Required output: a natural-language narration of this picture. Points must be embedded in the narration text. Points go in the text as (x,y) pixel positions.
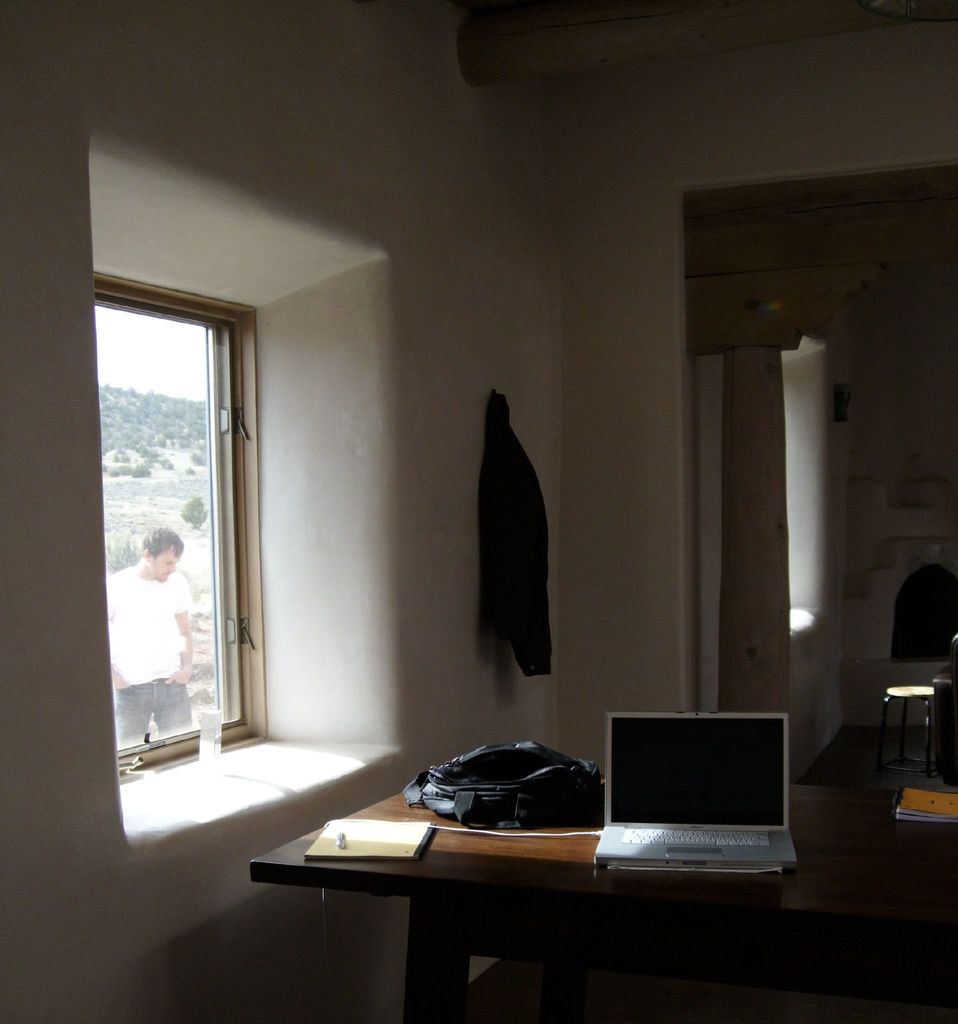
This is the wooden table (548,885) with a bag (510,805), laptop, books (901,816) on it. This is a jacket (525,531) hanging to the hanger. I can see stool (929,729) here. This is a pillar (768,579). This is the window (123,355) where I can see a man (171,601) standing outside.
